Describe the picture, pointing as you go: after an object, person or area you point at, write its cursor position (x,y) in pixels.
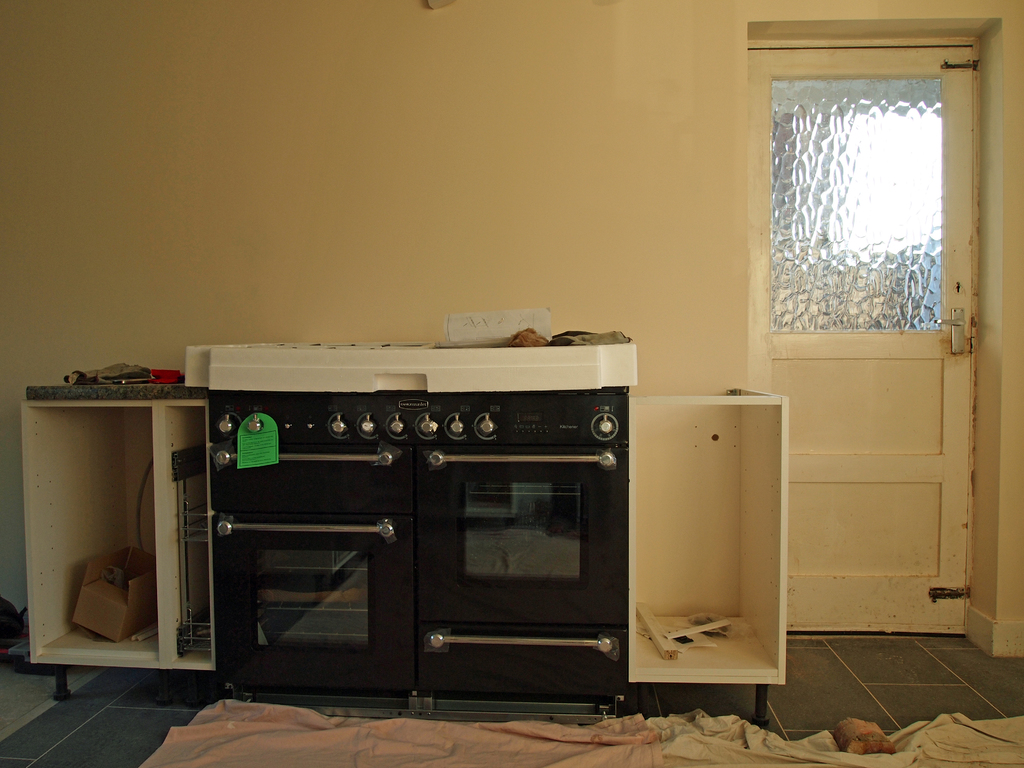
In this image, I can see a stove (357,448) with ovens (421,612) and I can see a cardboard box (136,611) and few other objects (692,641) in the shelves (133,636). At the bottom of the image (403,739), there are clothes (684,754) on the floor (854,708). On the right side of the image (888,447), I can see a door (901,335) with a door handle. In the background (408,282), there is a wall (544,132).
